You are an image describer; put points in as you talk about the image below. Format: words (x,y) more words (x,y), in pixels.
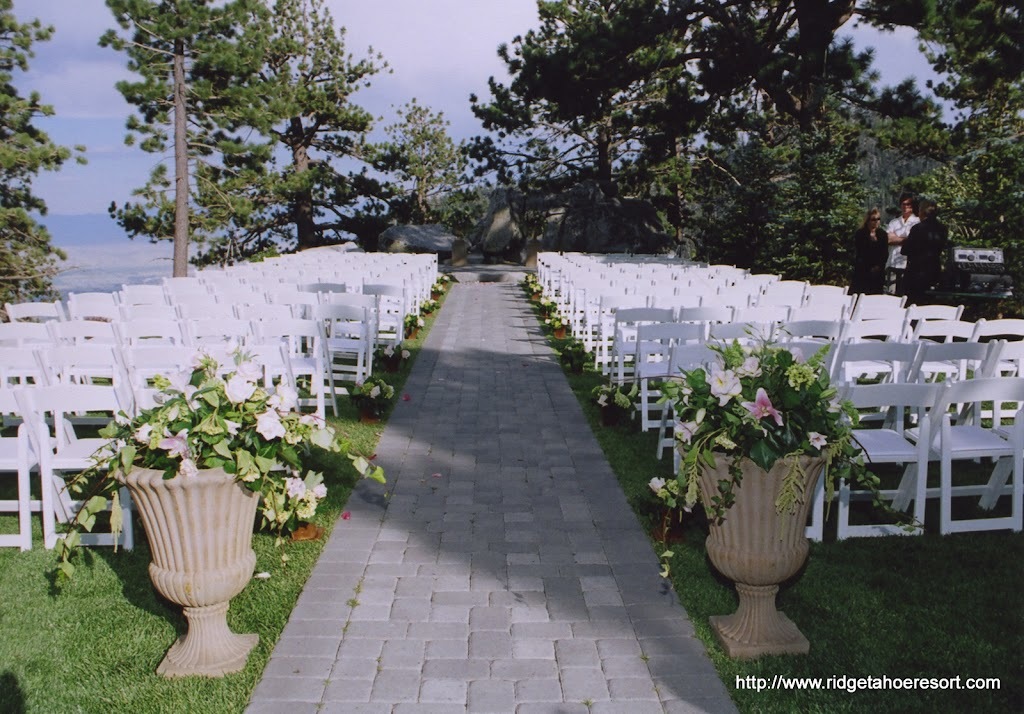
In this image we can see grass (42,601), plants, chairs (745,305), flowers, trees (673,142), and people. In the background (443,130) there is sky (517,9) with clouds (512,25). At the bottom of the image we can see something is written on it.
